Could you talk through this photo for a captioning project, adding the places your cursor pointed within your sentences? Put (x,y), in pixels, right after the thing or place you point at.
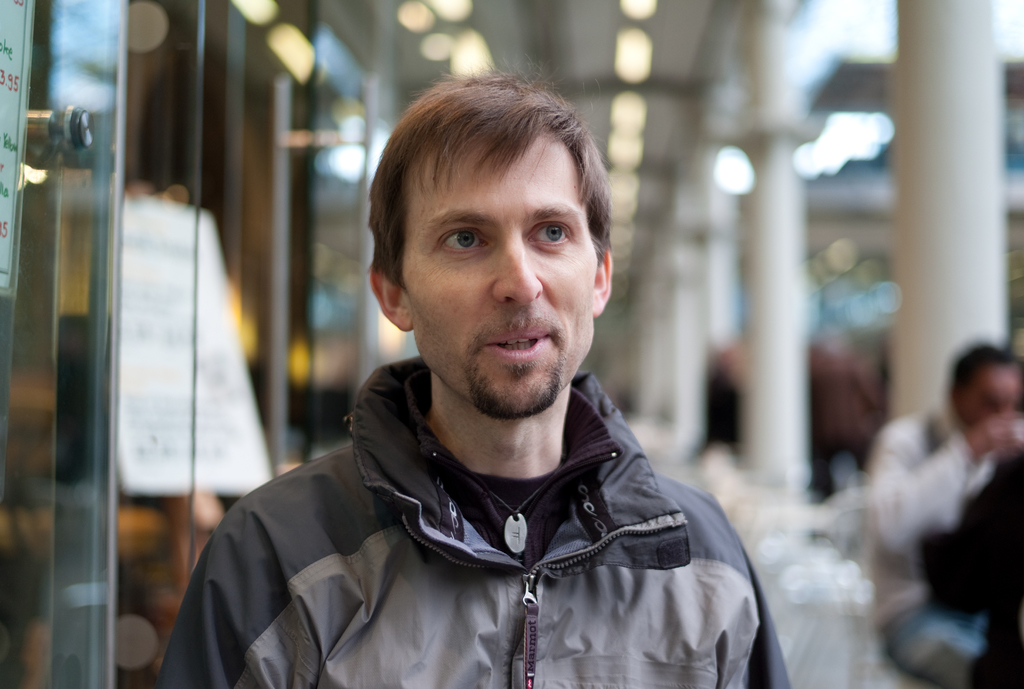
In front of the picture, we see a man (422,565) in the jacket (548,625) is standing. He is smiling. On the right side (924,627), we see two people (883,487) are sitting on the chairs (812,549). Behind them, we see a white pillar (950,373). On the left side (155,155), we see a glass door (8,450) on which the posters (7,9) are pasted. In the background (653,384), we see a wall (627,299) and the pillars (672,286). At the top (614,74), we see the lights (463,2) and the ceiling (627,83) of the room (683,46). This picture is blurred in the background (154,454).
